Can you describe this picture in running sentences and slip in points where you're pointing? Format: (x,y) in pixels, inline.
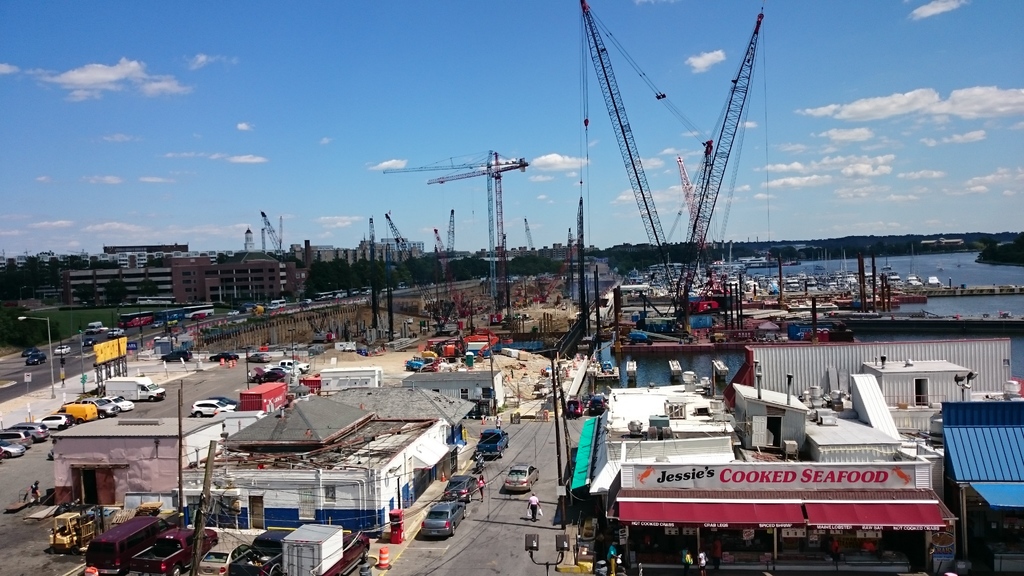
In this image I can see the road (535,436), few vehicles (520,480) on the road (515,518), few buildings (388,509), few persons (537,508), few poles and few cranes (519,160). In the background (949,262) I can see some water (932,258), few boats (930,278) on the surface of the water (938,300), few containers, few trees (368,261), few buildings (148,268) and the sky (826,132).
